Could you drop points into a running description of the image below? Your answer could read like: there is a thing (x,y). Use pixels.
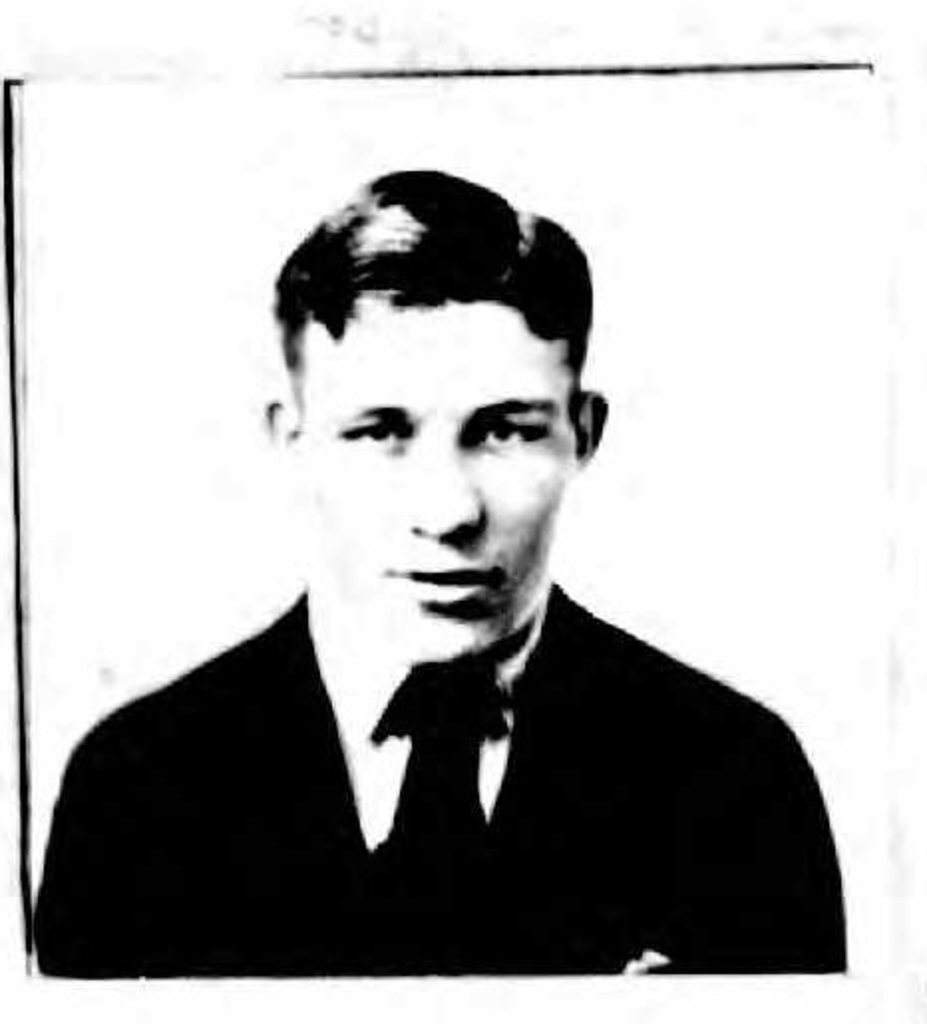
In this image I can see the photography of the person (296,695) and it is in white and black color.
